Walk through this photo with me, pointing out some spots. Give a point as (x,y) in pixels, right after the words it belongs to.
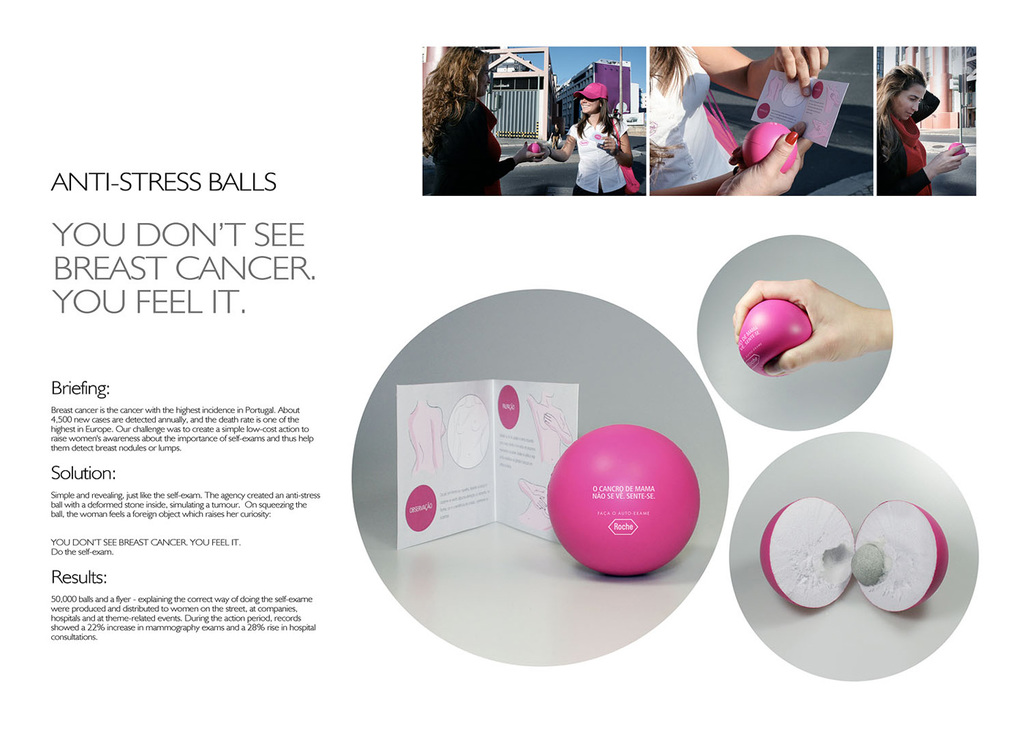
Here, we can see a slide (73,624) with different collages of photos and we can see some text (272,175).
